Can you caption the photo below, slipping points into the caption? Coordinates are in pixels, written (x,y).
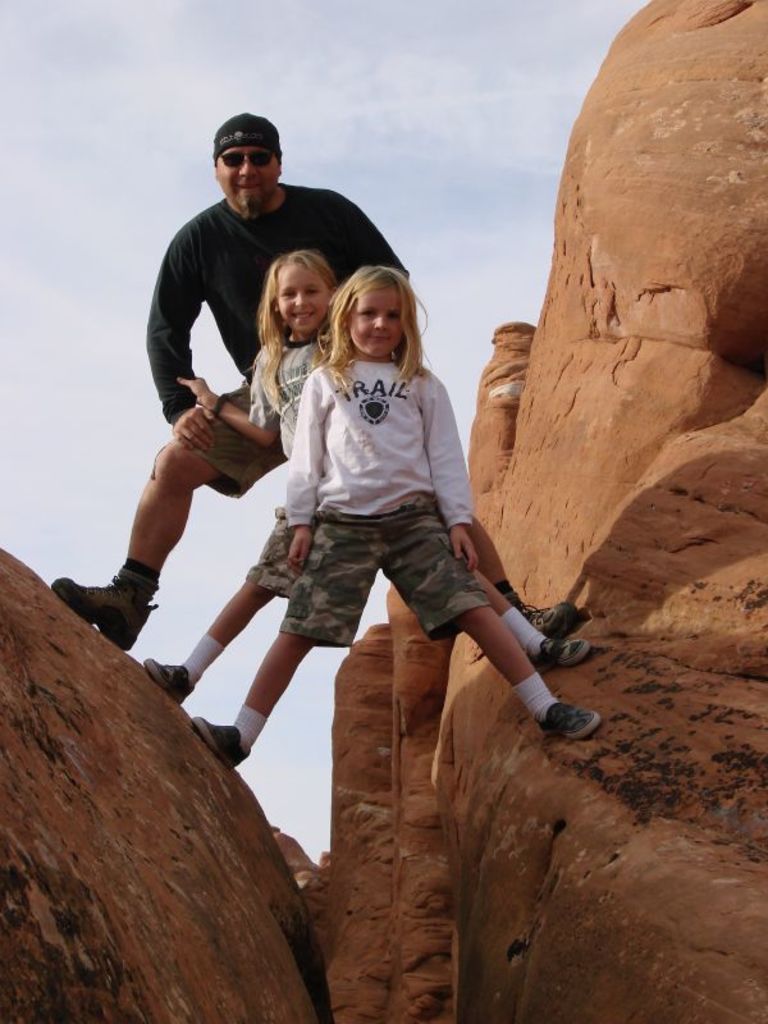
In this picture we can see a man (231,426) and two girls (323,364) on the hills (487,475). We can see the sky (134,335) on top of the picture (362,91).
